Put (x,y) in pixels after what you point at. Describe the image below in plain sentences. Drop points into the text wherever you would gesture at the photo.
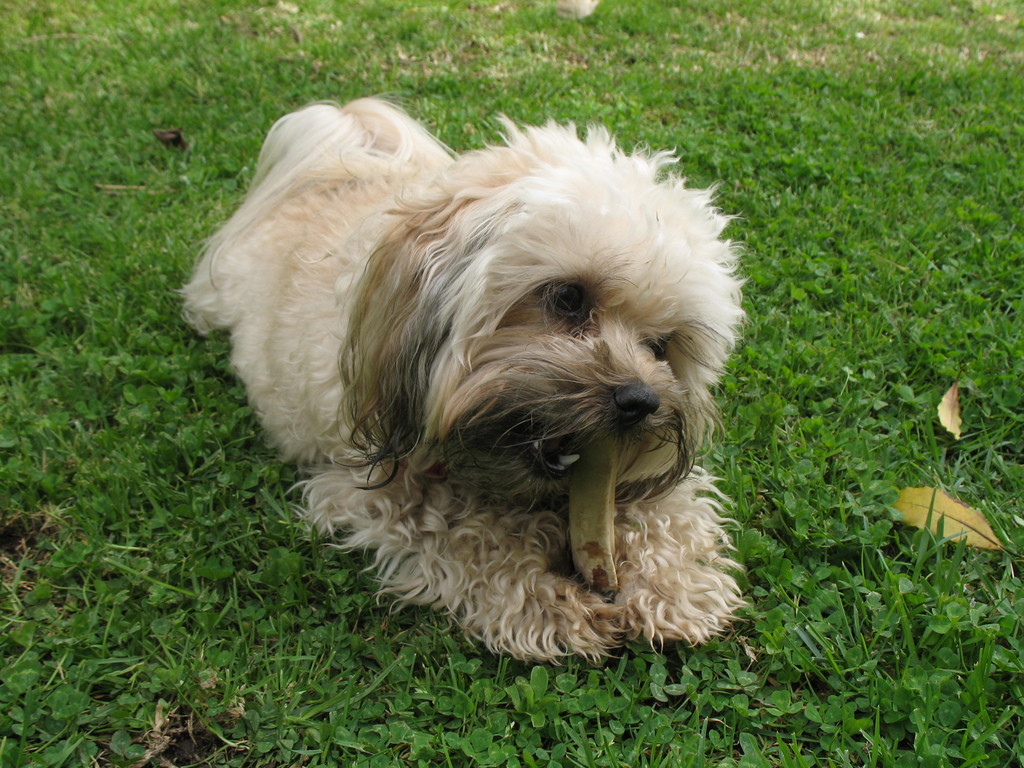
In this image there is a dog (247,388) sitting on the ground (254,497). There is an object (586,517) in its mouth (604,457). There are plants (188,681) and grass (173,186) on the ground (636,114). To the right (942,495) there are dried leaves (959,503) on the ground (930,479).
